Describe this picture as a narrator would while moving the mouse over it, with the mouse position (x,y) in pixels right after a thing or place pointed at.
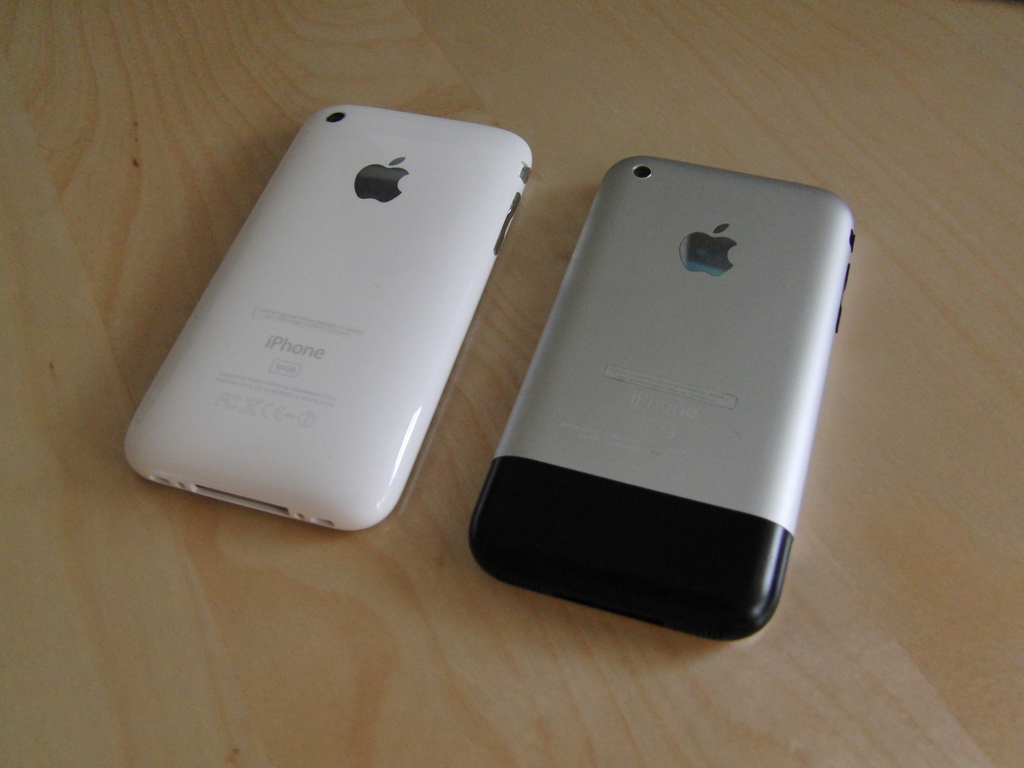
In this picture we can see two mobiles (397,201) on the wooden surface (851,307).
